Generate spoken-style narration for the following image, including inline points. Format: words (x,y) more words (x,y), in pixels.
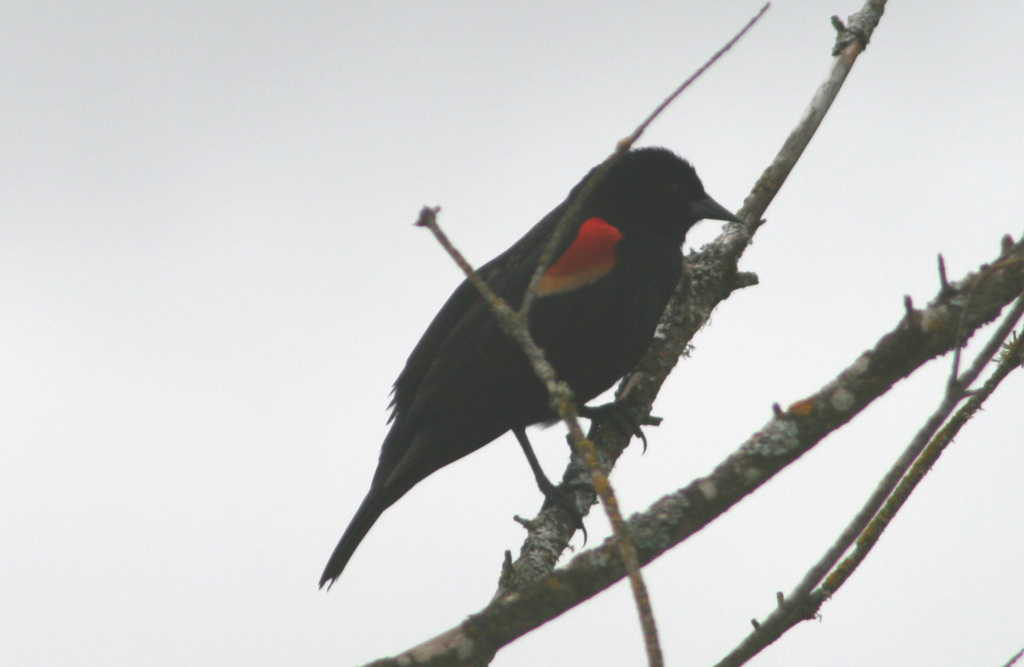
In this image, there is a bird (605,301) sitting on a branch (587,479).
